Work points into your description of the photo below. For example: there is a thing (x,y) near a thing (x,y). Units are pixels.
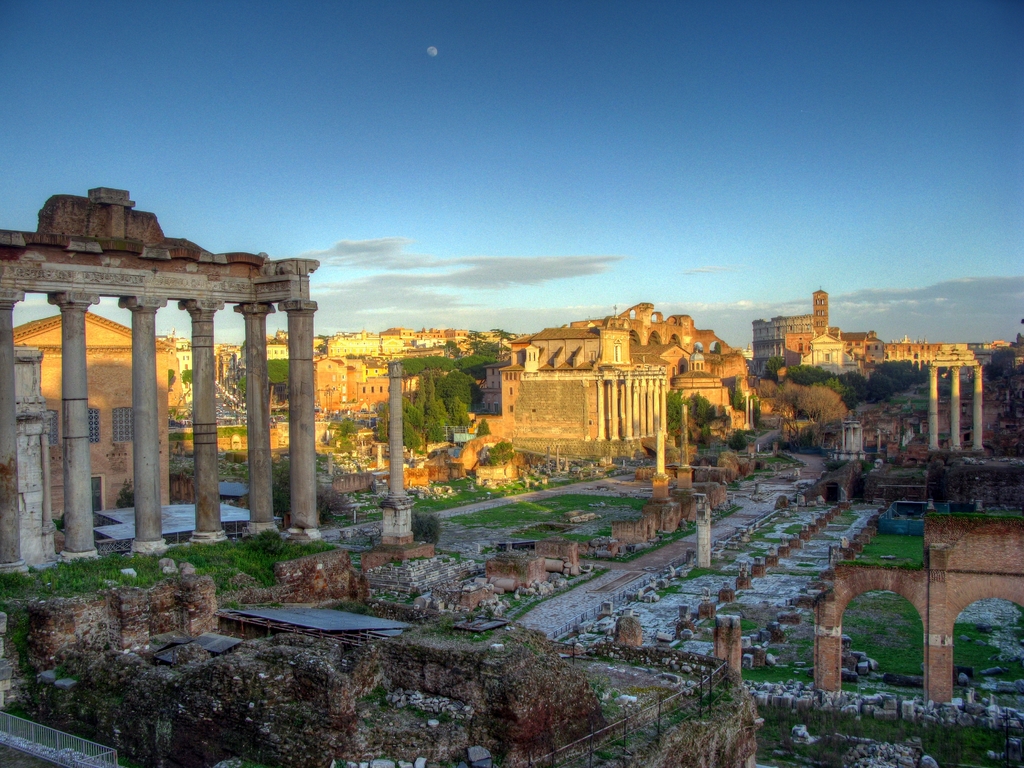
In this image there are monuments (395,386) trees (385,427), grass (878,604), in the background (405,52) there is the sky (567,144).
